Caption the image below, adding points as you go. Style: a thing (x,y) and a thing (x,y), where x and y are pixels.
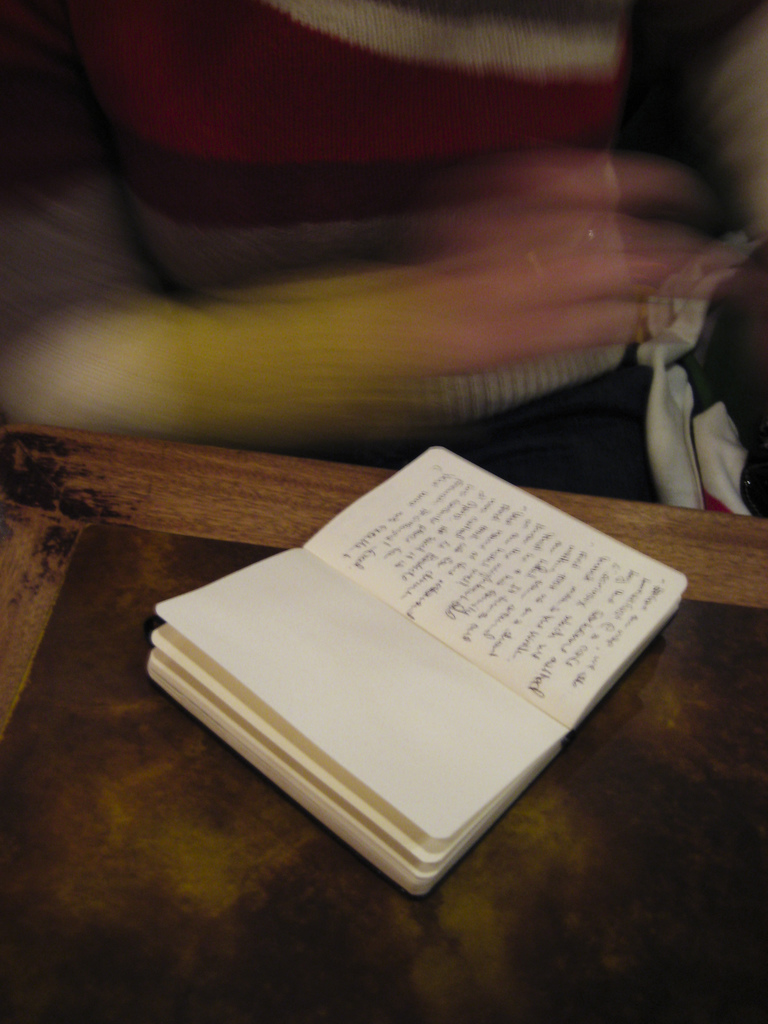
Here in this picture we can see a book (421,641) with something written on the paper (444,572) present on the table (106,611) and behind that we can see a person (418,406) in blurry manner.
